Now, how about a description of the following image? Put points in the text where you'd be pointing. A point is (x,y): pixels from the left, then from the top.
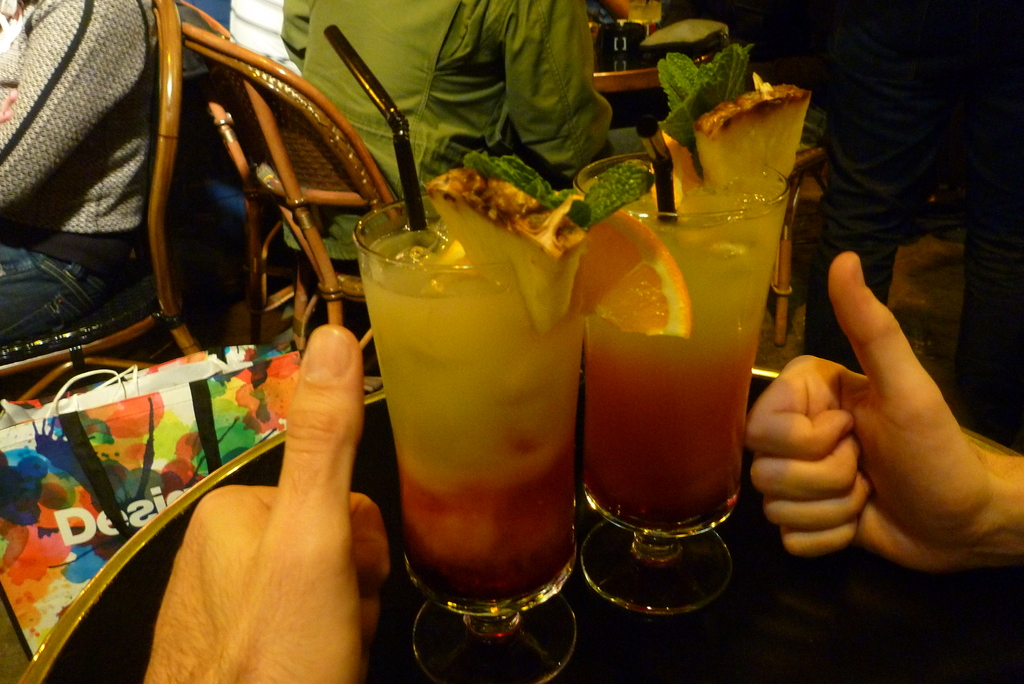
In this picture we can see few people (348,88) and glasses (499,403) on the table (388,492), beside the table (253,456) we can see a bag (137,439) and we can see drink (461,259) in the glasses (445,372).
